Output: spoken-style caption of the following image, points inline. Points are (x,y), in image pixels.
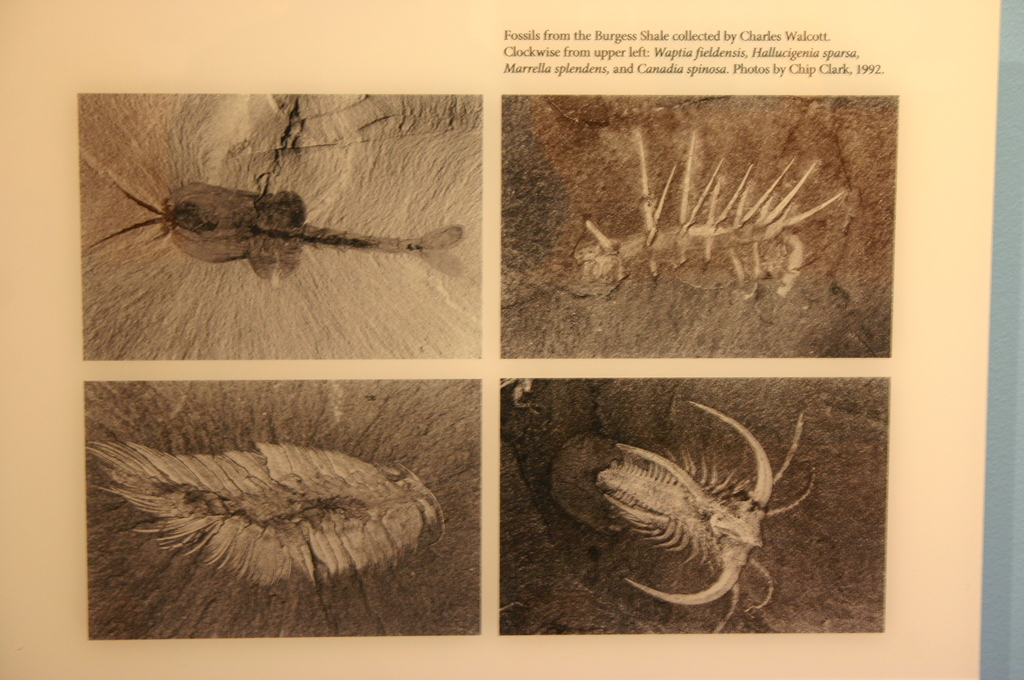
In this image we can see a paper (397,309), in that paper (397,309), there are some pictures of fossils (268,440), also we can see some text (688,65).
